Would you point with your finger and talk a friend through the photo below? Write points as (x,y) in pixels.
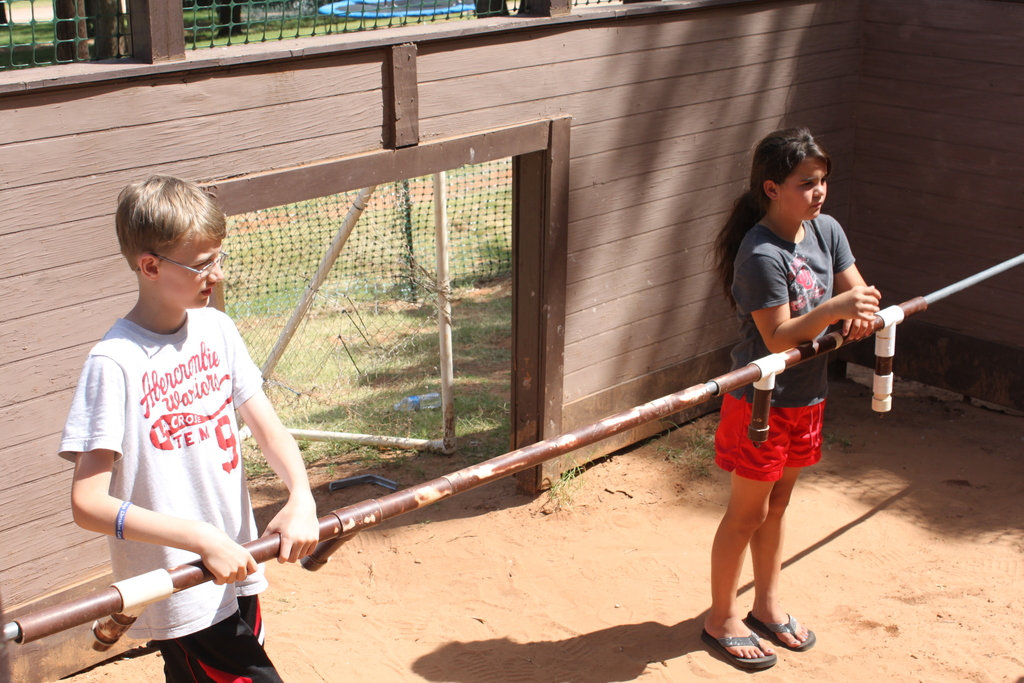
On the left side (192,431), there is a boy (141,200) in white color t-shirt (166,446), standing and holding a rod (370,504). On the right side (814,158), there is a girl (820,169) in red color short (739,457), standing on the ground (825,603). In front of her, there is a rod (809,353). In the background (958,267), there is a wall (358,75), there is a net (280,382) and there is a bottle (412,402) and grass (439,375) on the ground (382,382).
